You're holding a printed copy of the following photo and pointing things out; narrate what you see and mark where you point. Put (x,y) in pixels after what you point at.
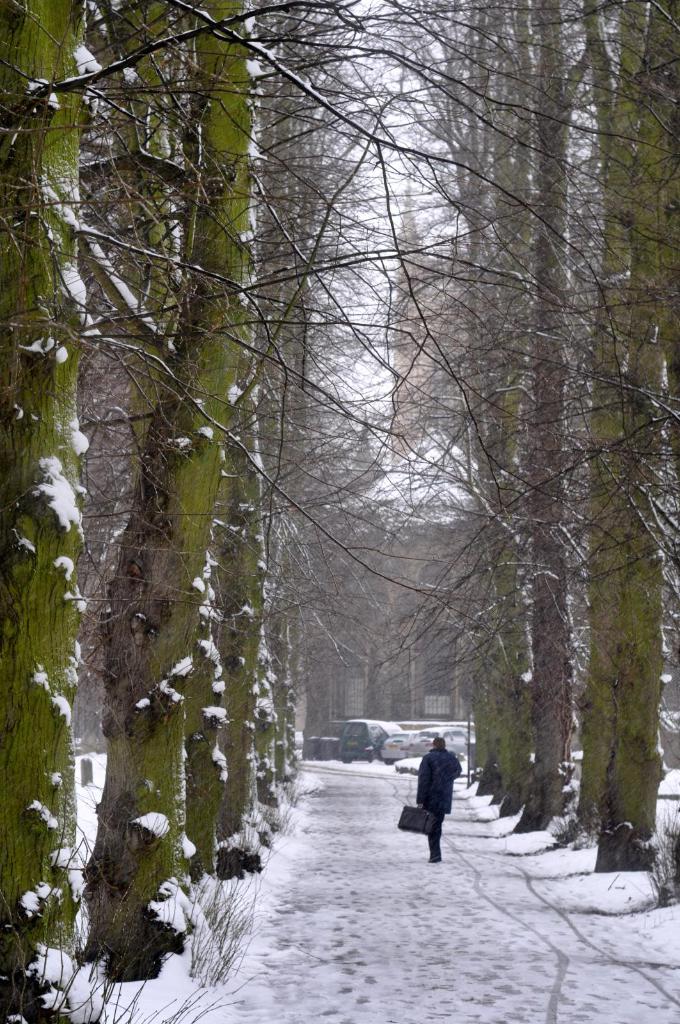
In this image we can see trees (320,662). Behind the trees (406,585), we can see buildings (413,327) and the sky (381,244). At the bottom of the image (371,774), we can see a road (349,905), cars (419,737) and a person (438,808). The person (429,796) is holding a bag (419,823) in his hand (423,809). We can see snow (371,995) on the road (404,917).
